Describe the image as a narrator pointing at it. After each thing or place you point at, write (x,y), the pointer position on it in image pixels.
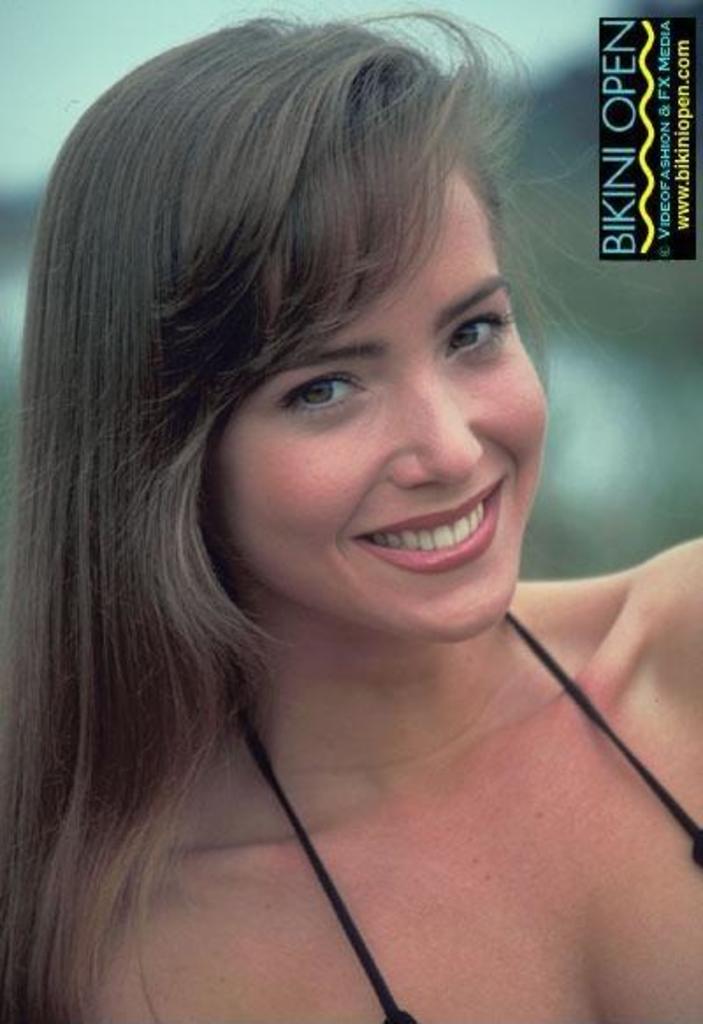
In this picture we can see a woman (388,784) is smiling in the front (388,771), at the right top (677,135) we can see some text (666,108), there is a blurry background (608,354).
